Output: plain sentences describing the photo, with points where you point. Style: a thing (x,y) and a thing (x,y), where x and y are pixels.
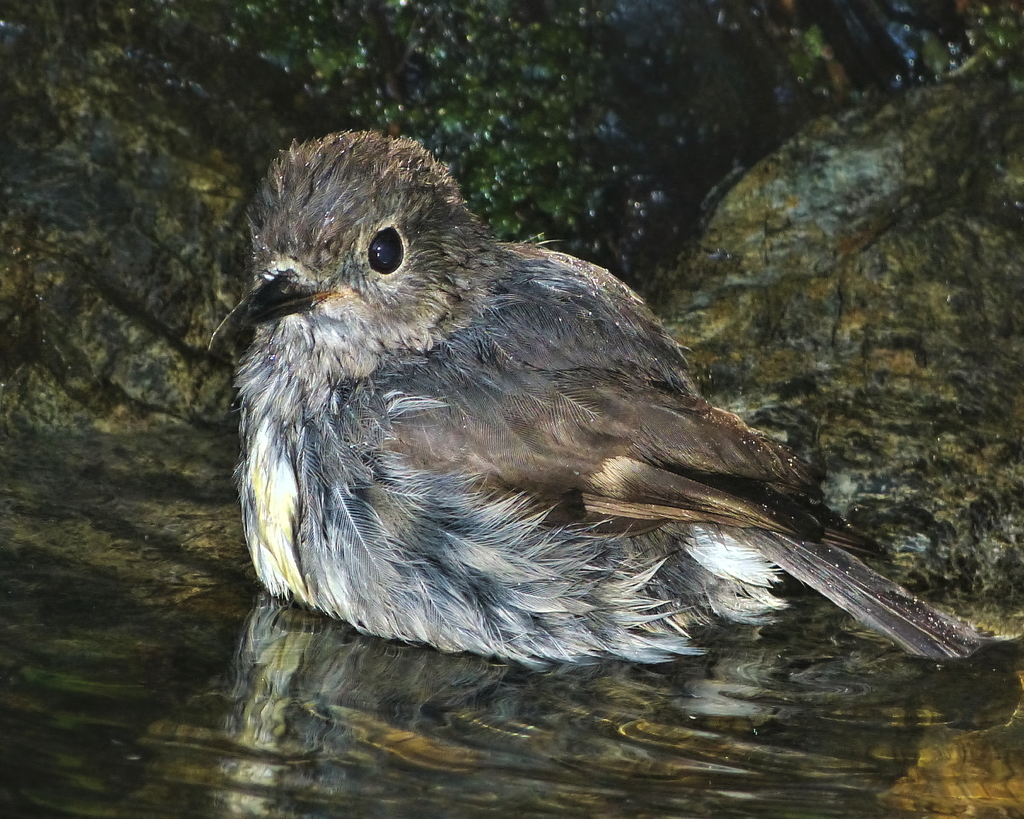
In the image we can see a bird (447,449), gray and light brown in color. The bird (373,474) is on the water (230,672) and these are the stones (693,298).
